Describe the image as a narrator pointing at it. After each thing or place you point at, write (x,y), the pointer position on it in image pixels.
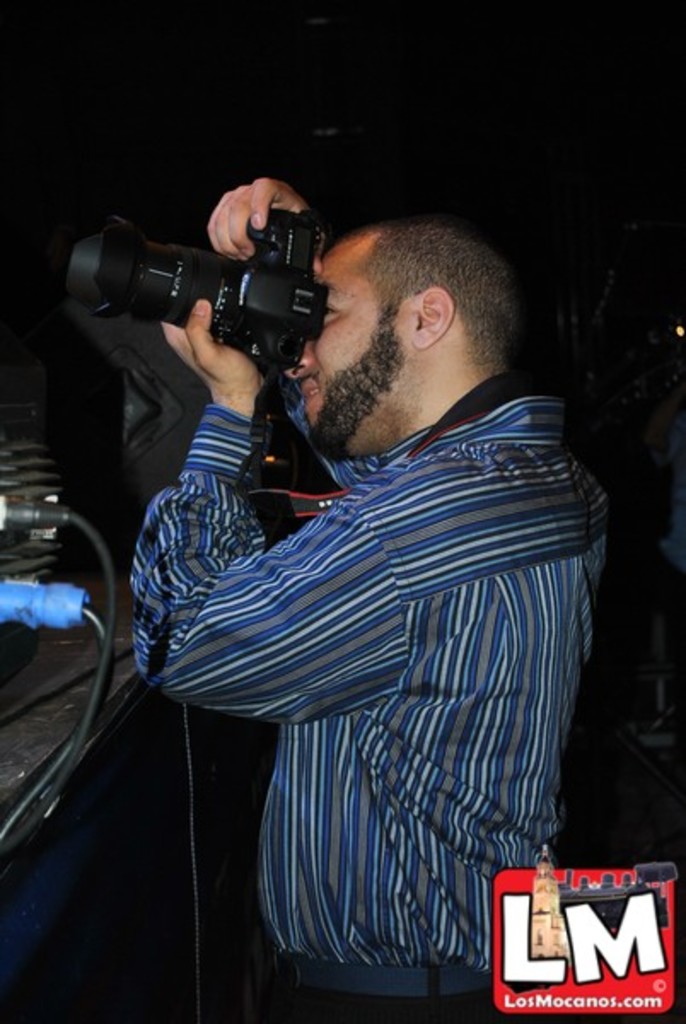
In this image I can see a person (408,362) holding camera (200,288). He is wearing white and blue shirt (419,615). Background (503,114) is in black color. In front (27,514) I can see a black and blue color pins (31,506).
